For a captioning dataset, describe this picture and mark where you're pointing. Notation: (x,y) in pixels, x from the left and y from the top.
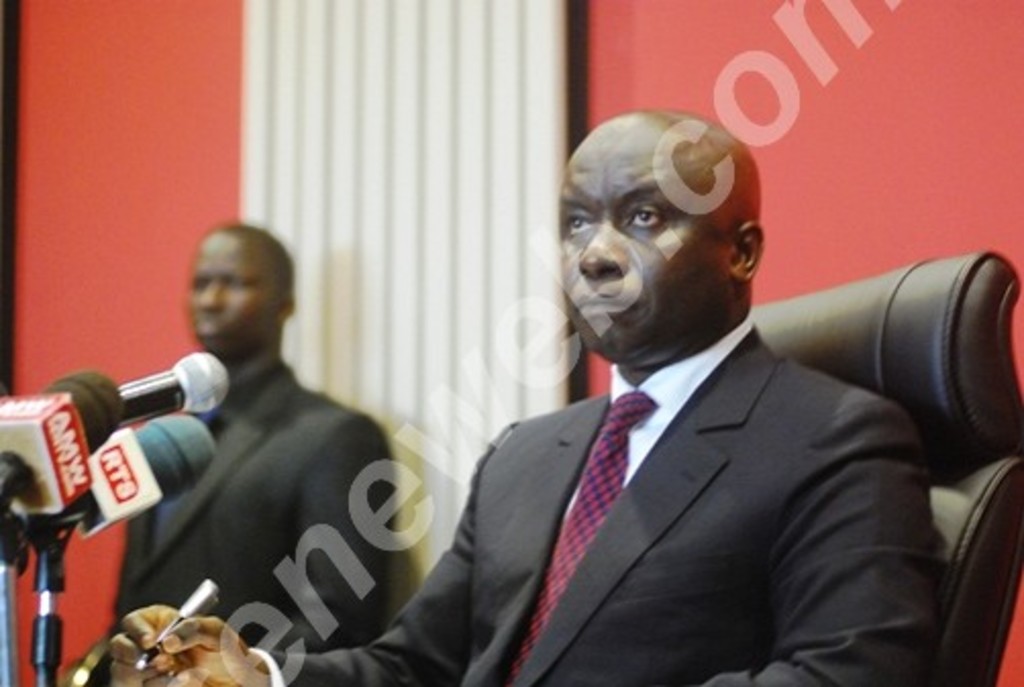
In the center of the image (639,410) we can see one person (696,465) sitting on the chair (1009,552) and he is holding a pen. In front of him, we can see microphones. And in the middle of the image (543,372), there is a watermark (275,617). In the background (632,83) there is a wall (649,76), curtain (347,80), one person (269,601) standing and a few other objects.
